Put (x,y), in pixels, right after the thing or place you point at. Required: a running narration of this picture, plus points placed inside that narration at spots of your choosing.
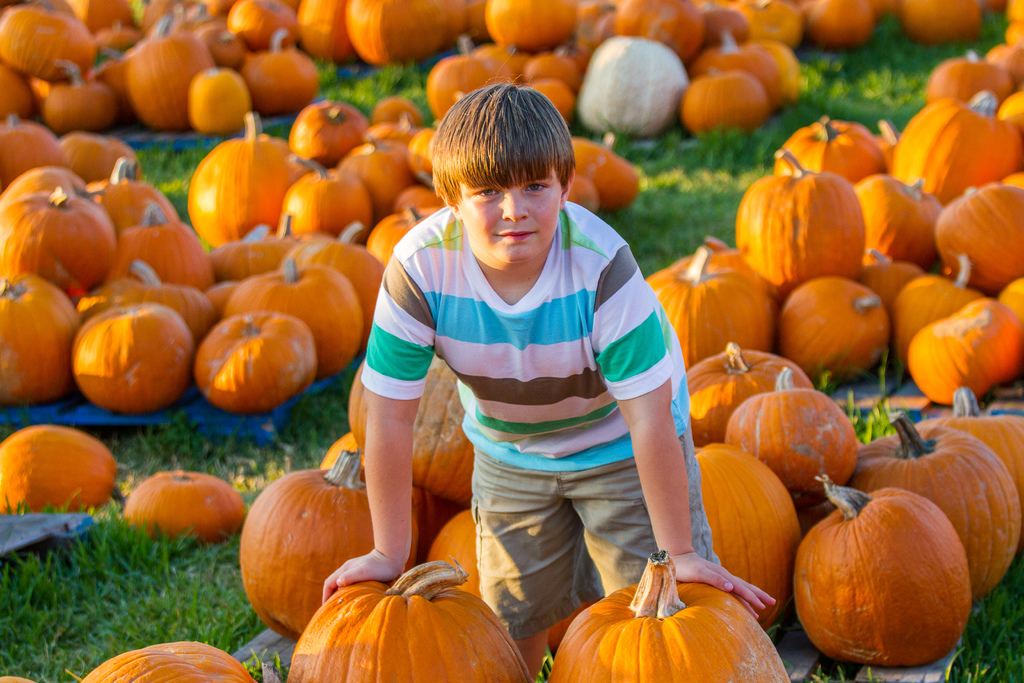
In this image in the center (518,365) there is one boy (511,347) who is standing and there are group of pumpkins (343,304) and some plastic covers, at the bottom (100,630) there is grass (990,616).
